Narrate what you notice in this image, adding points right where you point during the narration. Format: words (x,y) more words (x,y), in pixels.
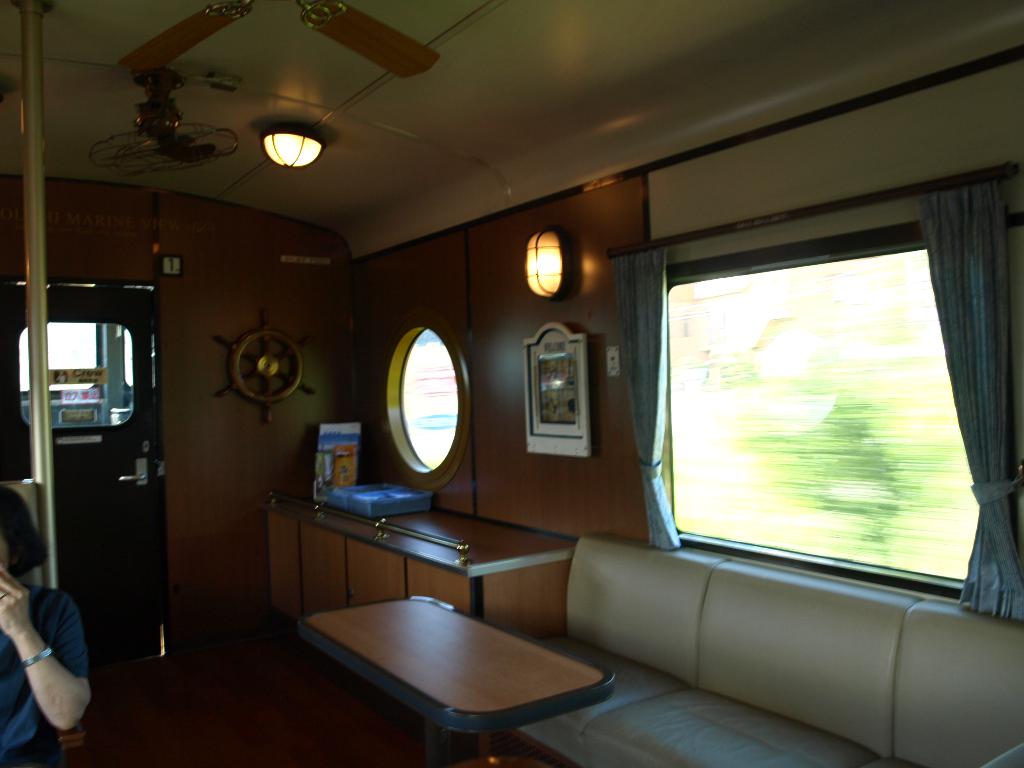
This is the inside picture of the vehicle (6,414). In this image there is a sofa (642,691). There is a table (511,694). There is a wooden platform (400,538). On top of it there are a few objects (353,454). There is a glass window (794,459). There are curtains (1005,411). There are lights (563,252). On top of the image (348,40) there is a fan (348,40). There is a door (141,351). On the left side of the image (21,731) there is a person (79,716) sitting on the chair (60,732). At the bottom of the image (89,731) there is a floor (89,731). There are some objects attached to the wall (177,489).
